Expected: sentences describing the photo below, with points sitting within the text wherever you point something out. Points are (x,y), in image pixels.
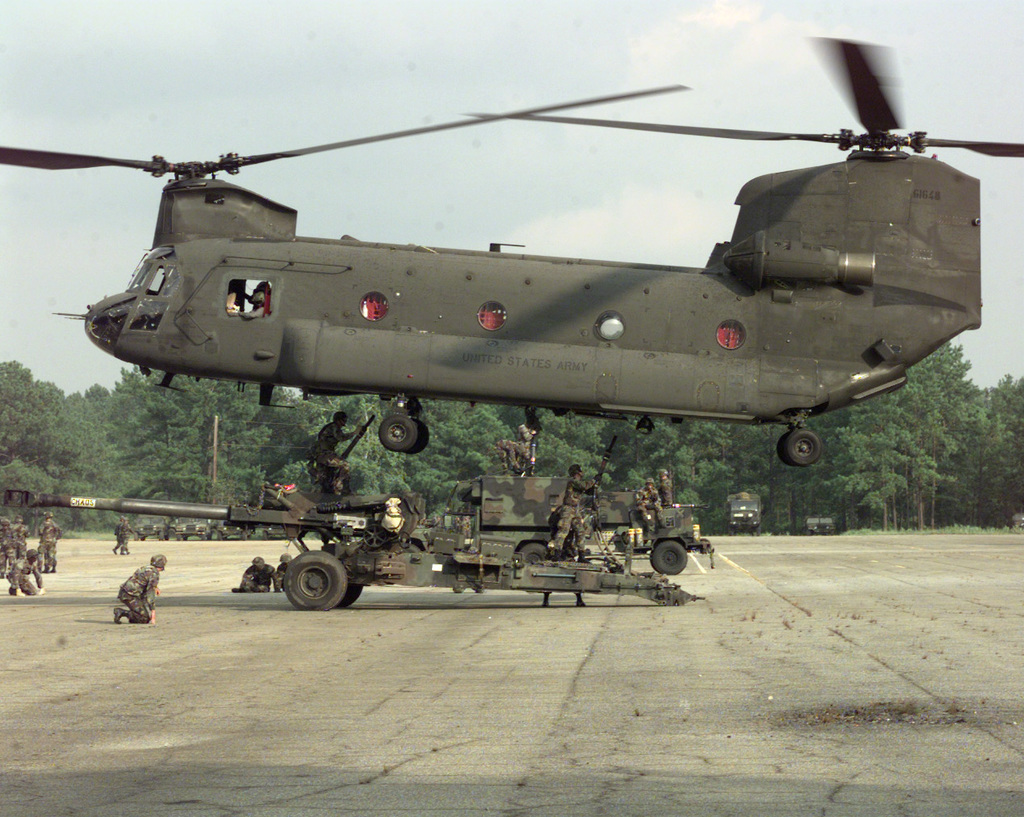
In the picture I can see a helicopter (577,337) is flying in the air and vehicles (524,528) on the ground (330,785). I can also see people (142,585) among them some are on the ground (73,585) and some are in vehicles (555,491). In the background (553,463) I can see trees (473,466), the sky (548,196) and some other objects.
